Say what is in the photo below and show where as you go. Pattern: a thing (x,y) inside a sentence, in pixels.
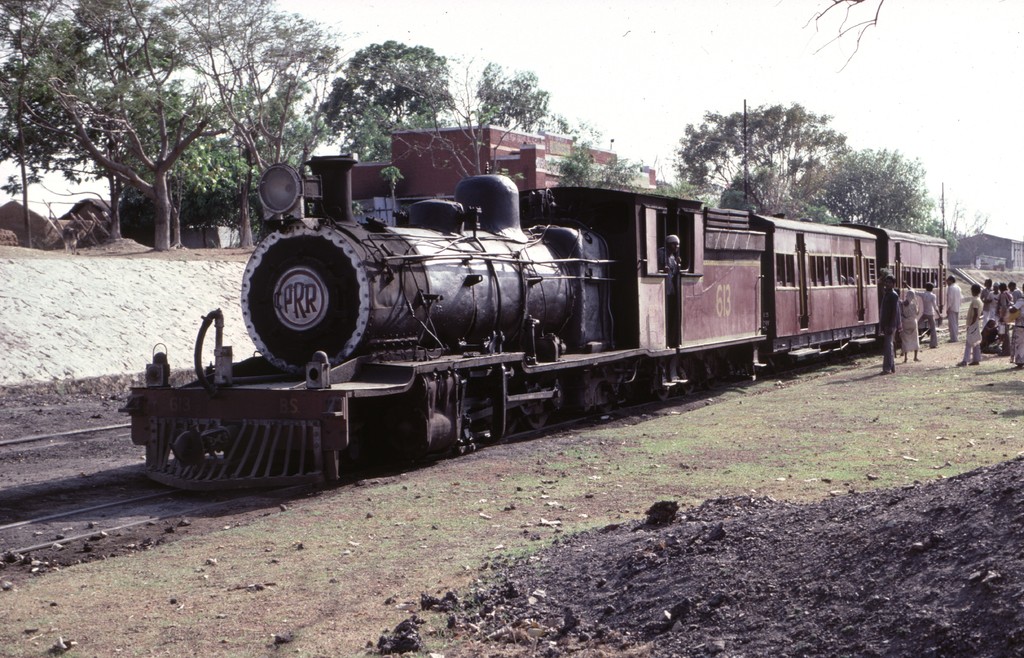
In this picture we can see train (561,324) on the track (421,461), side we can see few people (980,332) are standing, on other side we can see some trees (477,157), buildings (513,157).
